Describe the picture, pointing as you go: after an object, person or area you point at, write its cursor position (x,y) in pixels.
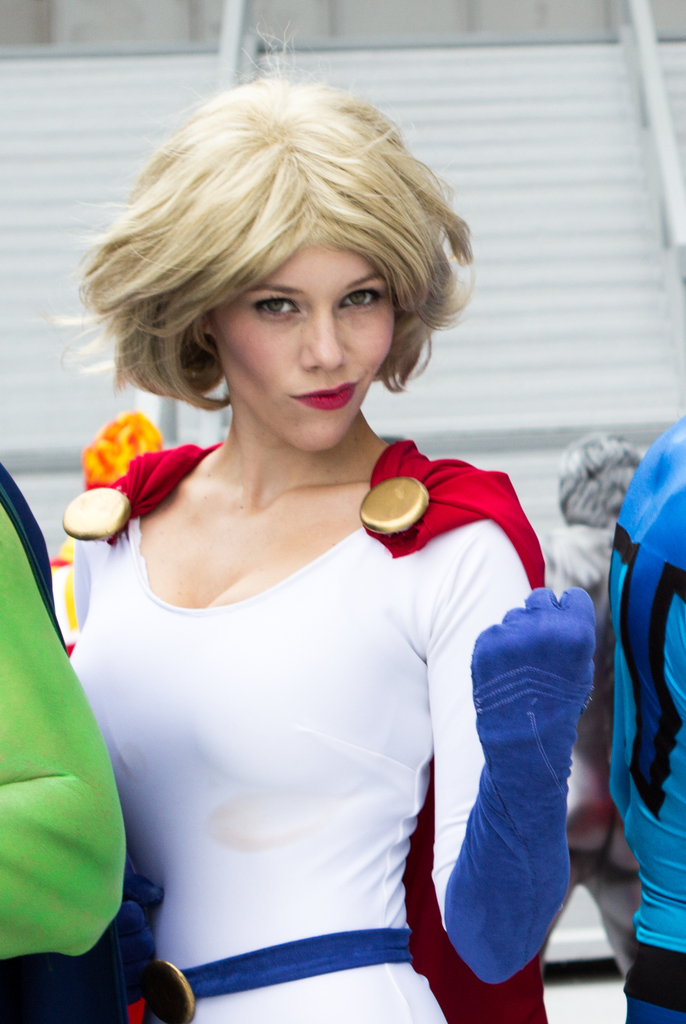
In this image we can see a woman (223,611) standing and a wall (672,378) behind her.
